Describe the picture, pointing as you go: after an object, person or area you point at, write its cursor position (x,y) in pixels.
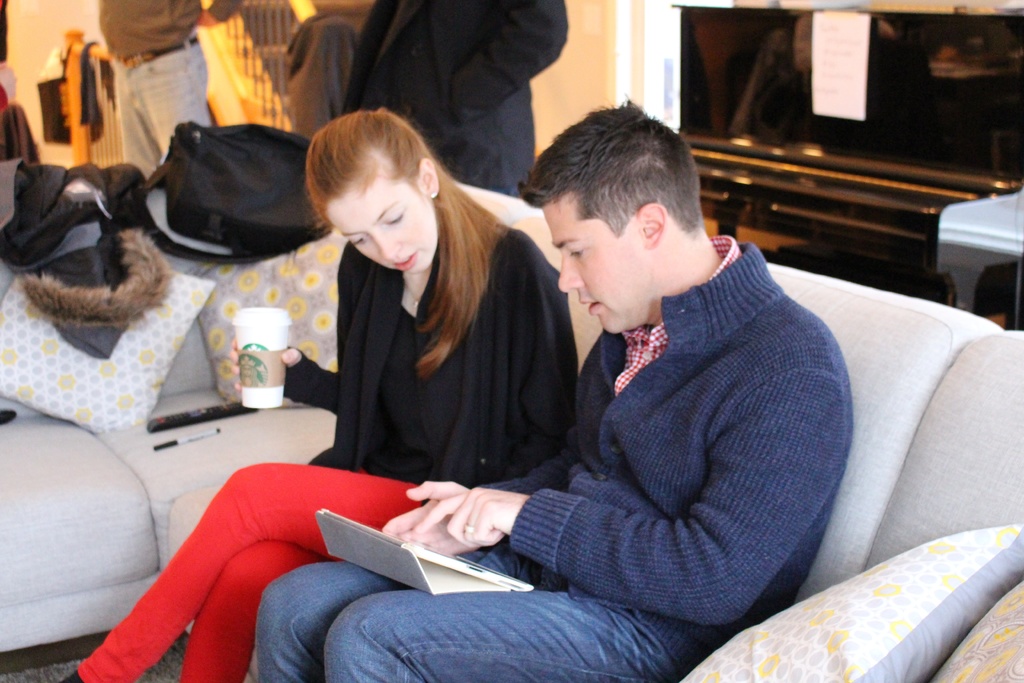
In this image I can see two persons (496,369) sitting on the couch (926,483). The person (770,472) at right (760,438) is wearing blue color dress (743,429) and the person (560,306) at left (340,497) is wearing black and red color dress (391,458) and holding a glass (278,324). Background (157,32) I can see two persons (187,48) standing and I can also see few stairs (274,24) and few objects (29,206) on the couch (983,493) and the wall (45,29) is in white color.
